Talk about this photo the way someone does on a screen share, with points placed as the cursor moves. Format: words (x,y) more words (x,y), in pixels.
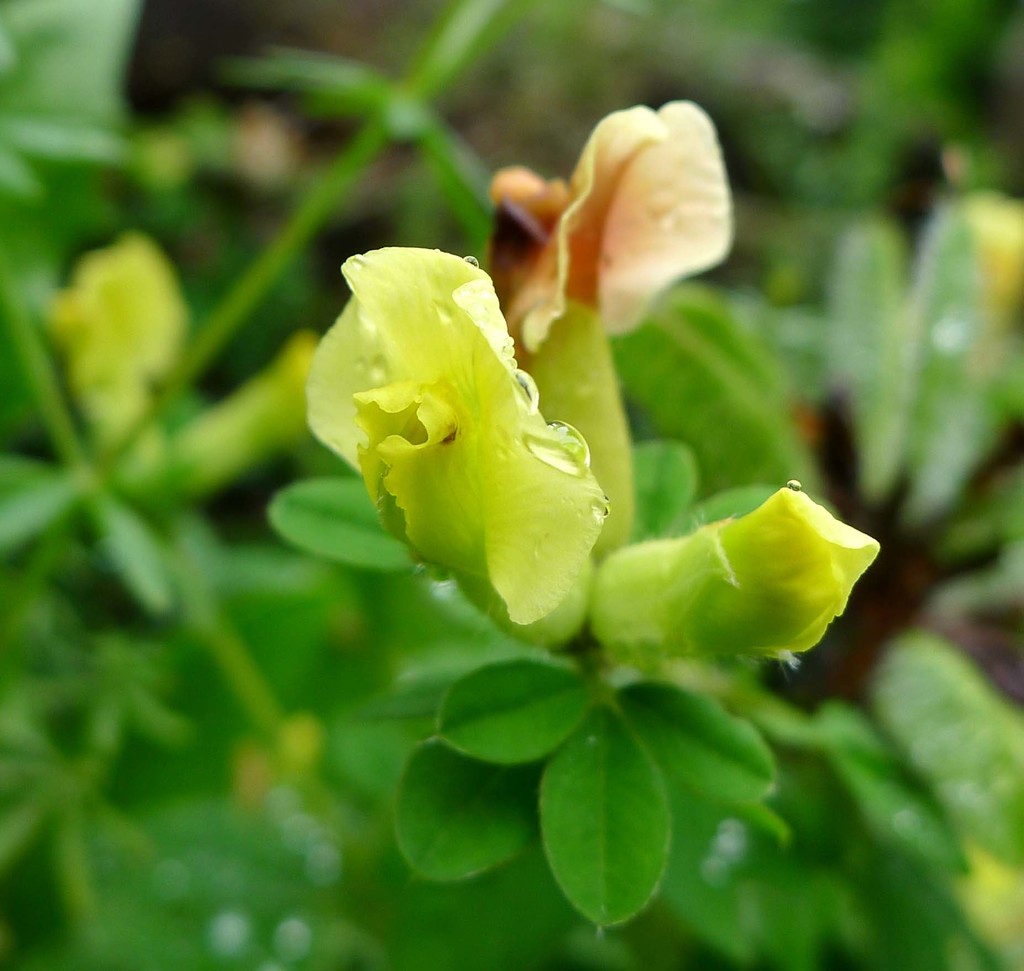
In this picture we can see flower (592,587) on a plant (677,382). On the bottom (702,804) we can see leaves (659,780).
